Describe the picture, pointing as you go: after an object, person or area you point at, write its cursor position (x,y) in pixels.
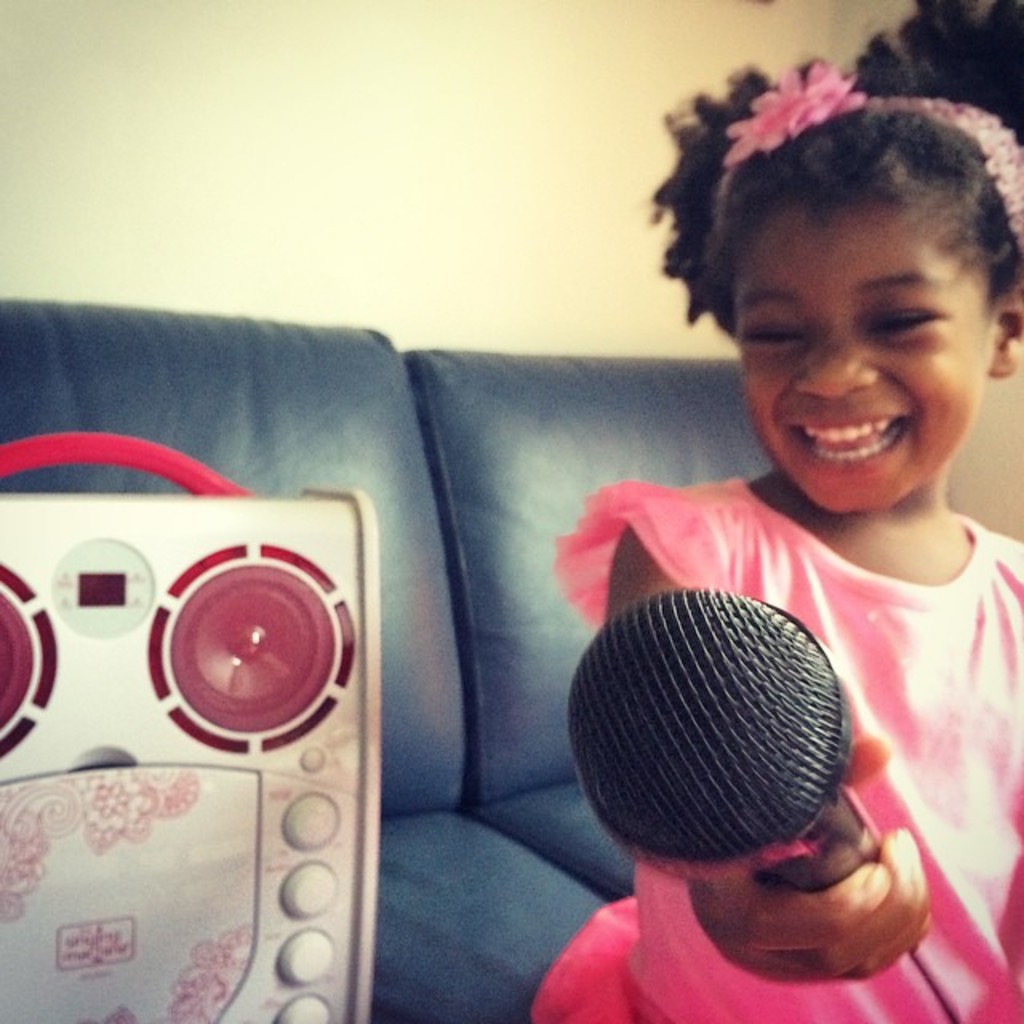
In this image I can see a girl (1017,694) is holding a mic (703,818). In the background (386,508) I can see a speaker (339,574) and a sofa (392,442).
